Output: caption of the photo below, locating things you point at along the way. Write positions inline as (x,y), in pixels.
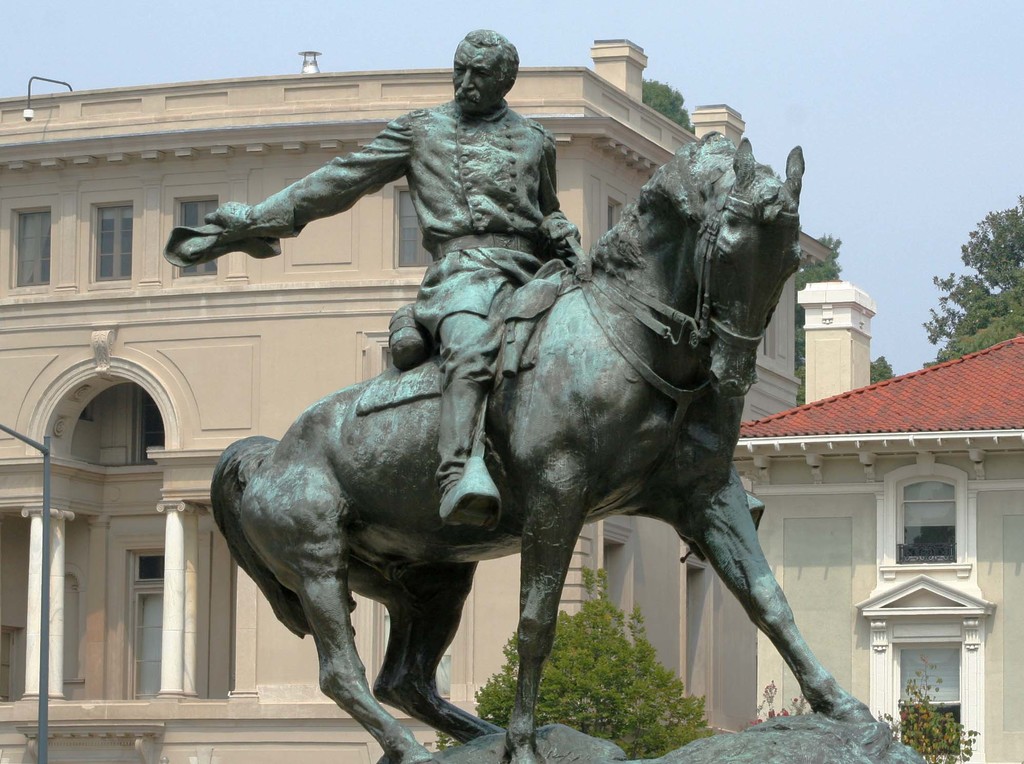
Here we can see a sculpture (528,338) of a person (455,147) and horse (735,281). Background (23,208) there are buildings (923,513) with windows (923,497) and trees (682,124). Here we can see a pole (45,454). Sky (194,13) is in blue color.
